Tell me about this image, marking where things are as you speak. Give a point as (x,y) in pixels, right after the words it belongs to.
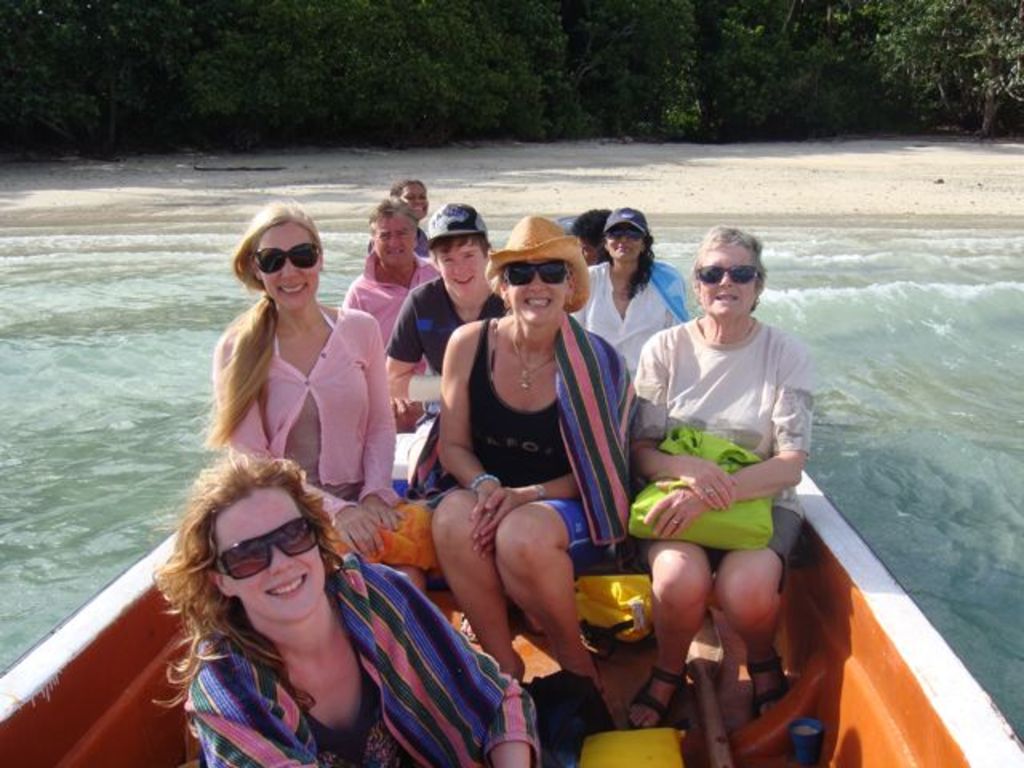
In this image there are people (292,662) sitting on the boat (20,698) on the water (836,392). In the background of the image (908,135) there are trees (535,41).
